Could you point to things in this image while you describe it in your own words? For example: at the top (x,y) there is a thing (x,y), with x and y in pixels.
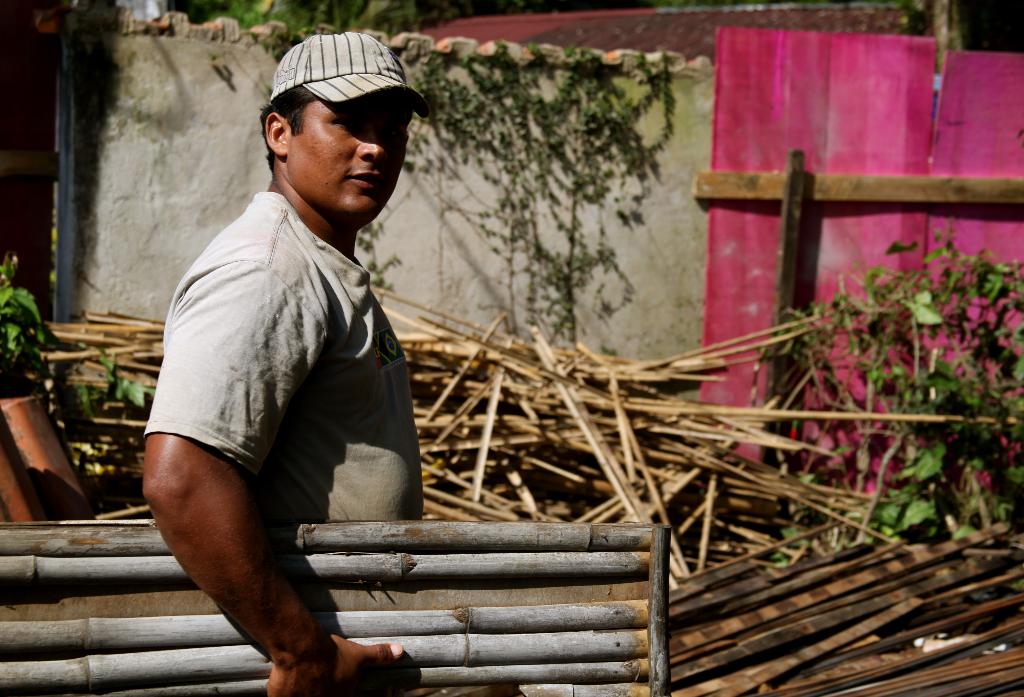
In this image I can see a person (367,392) holding sticks (587,531). Back I can see few sticks (894,415), plants (918,403) and a wall (638,195). I can see a pink color board (796,126).
